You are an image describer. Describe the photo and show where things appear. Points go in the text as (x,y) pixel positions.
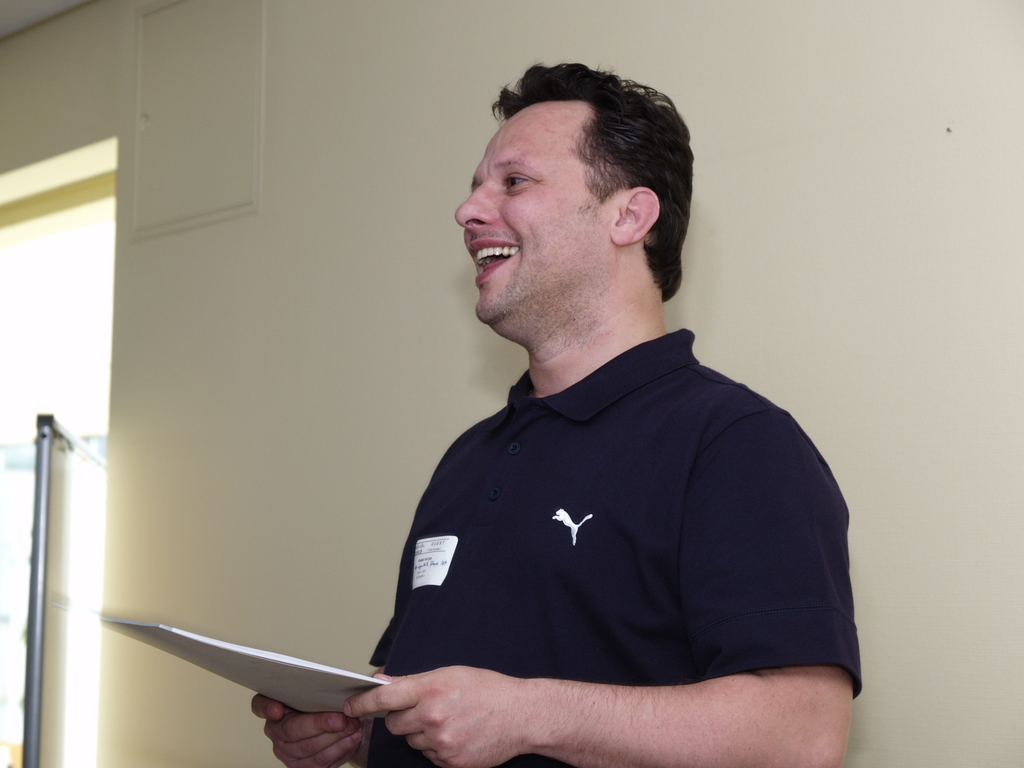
A person (742,765) is standing in a room (332,630) wearing a black t shirt (527,648) and holding something in his hand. Behind him there is a wall (810,411).
